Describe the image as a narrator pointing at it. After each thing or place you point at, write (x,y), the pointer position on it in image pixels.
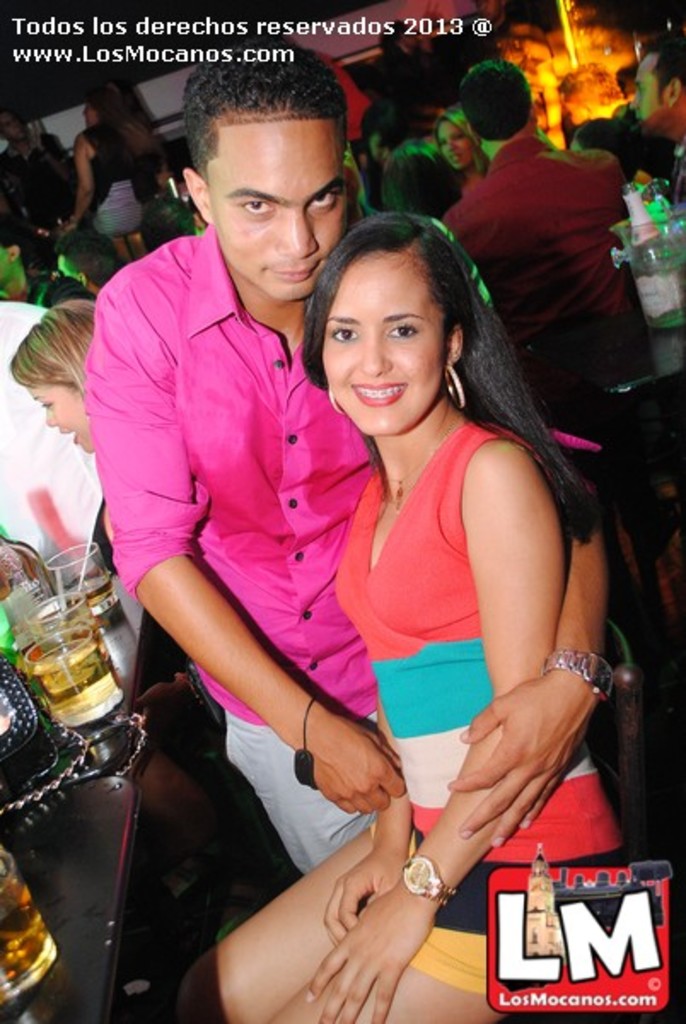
In this picture we can see some people (246,226), two persons (233,372) in the front (413,579) are smiling, on the left side (125,909) there is a table (80,860), we can see some glasses (80,636) of drinks (79,626) present on the table (124,638), at the right bottom (519,874) there is a logo (564,954), we can see some text (288,55) at the top of the picture (256,35).
